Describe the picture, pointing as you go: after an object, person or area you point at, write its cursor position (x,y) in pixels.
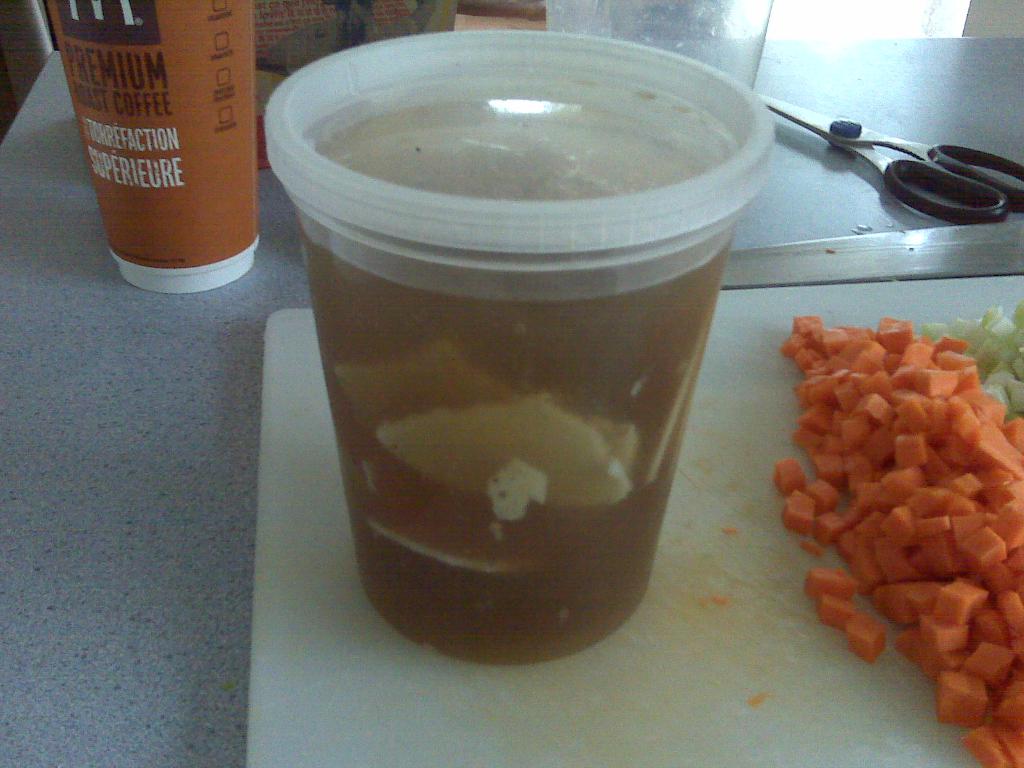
In this picture we can see a chopper board (325,496), scissor (913,178), glasses (586,419), carrot pieces (974,559) and these all are placed on a table (1,598).
